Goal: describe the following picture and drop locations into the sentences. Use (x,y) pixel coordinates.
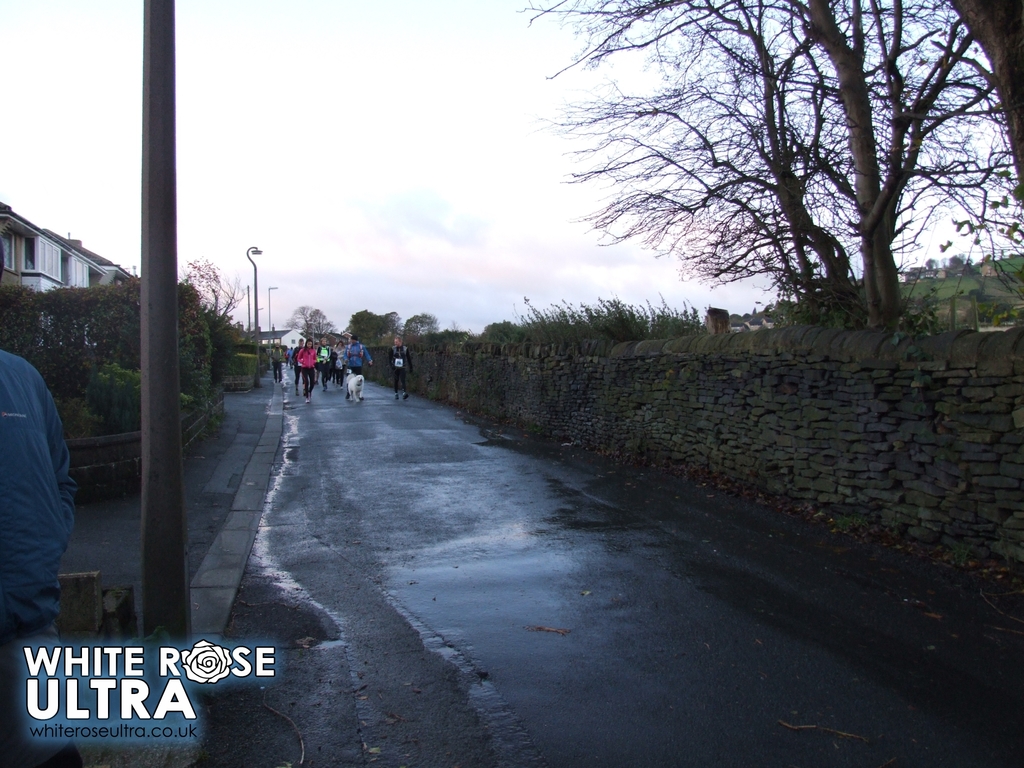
In this image we can see three houses (98,259), some people (274,375) are walking on the road (358,449), one white dog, some text (50,735) on the bottom left side (51,716) corner of the image, some people (276,357) are wearing bags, one person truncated on the left side of the image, some objects (102,611) on the ground (220,438), one light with pole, some poles (163,333), one wall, two fences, some trees (834,277), bushes (488,325), plants (181,322) and grass (1010,290) on the ground (519,705). At the top (510,194) there is the sky (504,239).
